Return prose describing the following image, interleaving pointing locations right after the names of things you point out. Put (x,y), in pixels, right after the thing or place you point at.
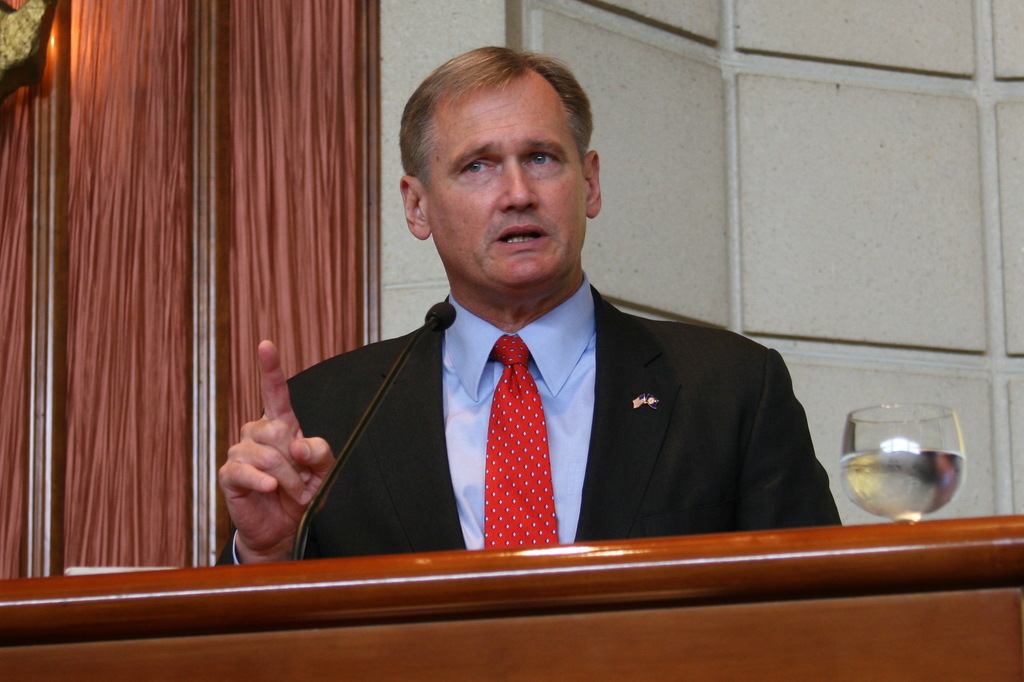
In this picture I can see a person (476,286) talking in front of the mike (450,323), side there is a glass (935,472) with liquid (928,471), behind we can see the wall (682,231).
